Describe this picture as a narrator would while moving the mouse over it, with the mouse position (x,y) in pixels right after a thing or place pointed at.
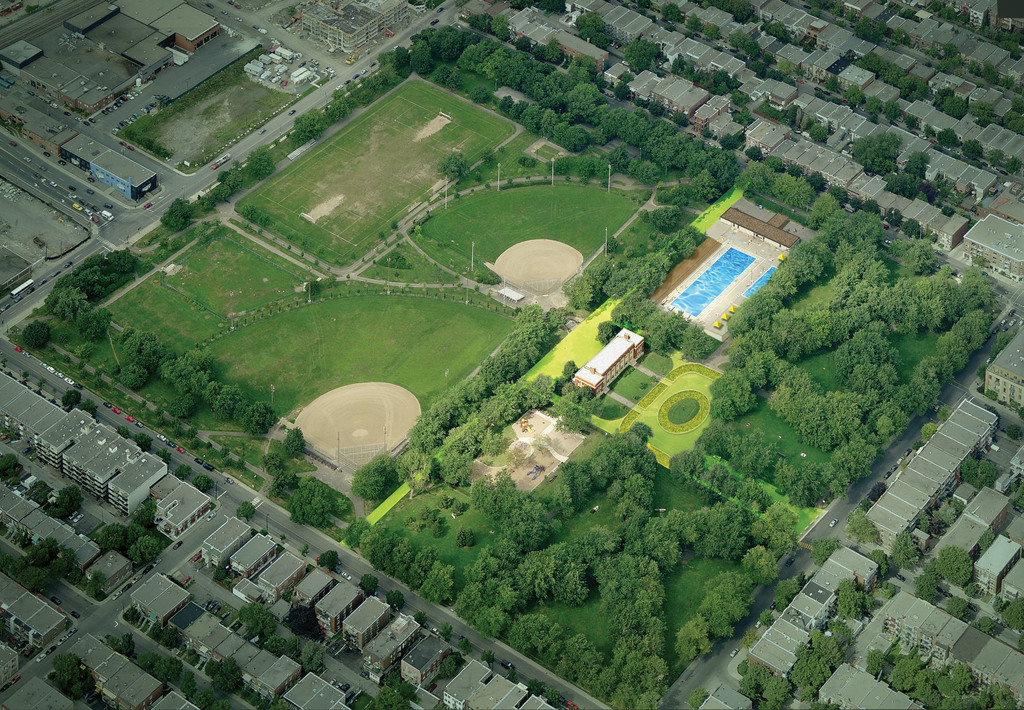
In this picture we can see buildings (1012,662), trees (378,566), grass (280,345), plants (484,392), poles (608,171), and vehicles (105,214).
